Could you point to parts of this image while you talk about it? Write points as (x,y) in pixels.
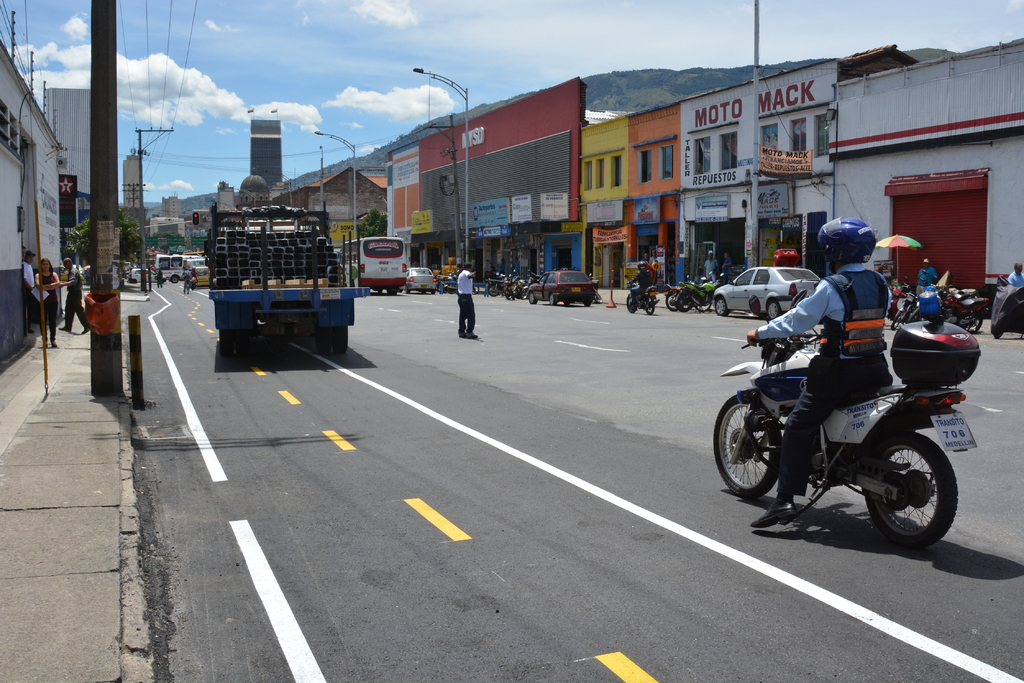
In this picture there are few vehicles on the road (618,385) and there is a person (470,294) standing in the middle of the road (451,303) and there are few poles (103,203) and buildings (39,203) on either sides of it and there is a mountain (674,90) in the background (618,106).
